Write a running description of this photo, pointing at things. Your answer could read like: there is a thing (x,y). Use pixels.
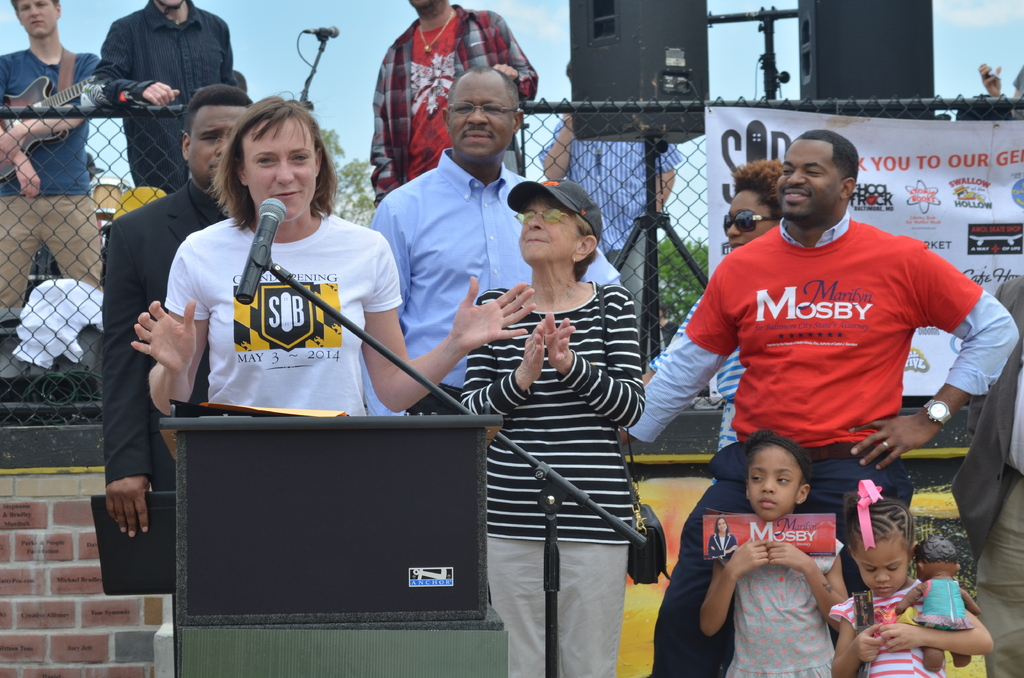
Here I can see few people (311,260) are standing. On the left side (273,340) there is a person (269,383) standing in front of the podium (251,464) and speaking on the mike (265,242). Other people (576,228) are looking at this person (297,180). In the background (113,186) there is a net fencing (841,107) to which a banner (921,168) is attached. Behind the fencing (661,112) there are two speakers (603,60) and few people (180,72) are standing. At the top of the image (266,14) I can see the sky (296,22). At the bottom right (881,606) there are two children (876,577) holding a paper (797,538) and a toy (943,580) in the hands (902,633) and standing.
